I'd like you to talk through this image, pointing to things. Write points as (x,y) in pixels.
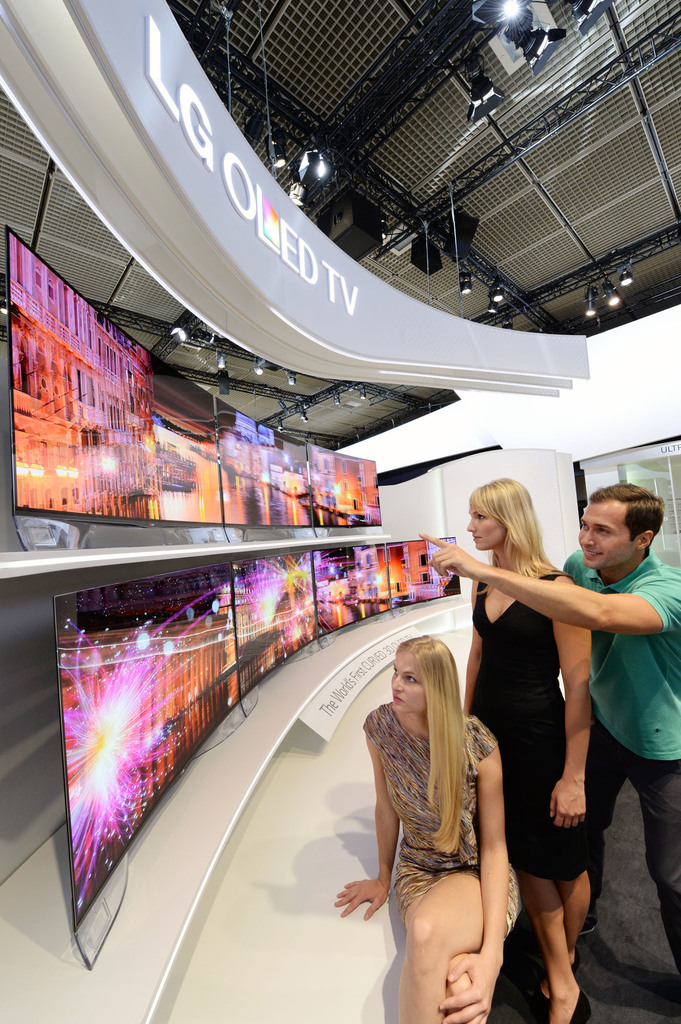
In this picture I can observe three members (498,717). Two of them are women (500,652) and one of them is a man (636,699). One of the woman (464,775) is sitting on the desk (341,879). In front of them there are some televisions (181,490). In the background (401,2) I can observe ceiling (425,198).
